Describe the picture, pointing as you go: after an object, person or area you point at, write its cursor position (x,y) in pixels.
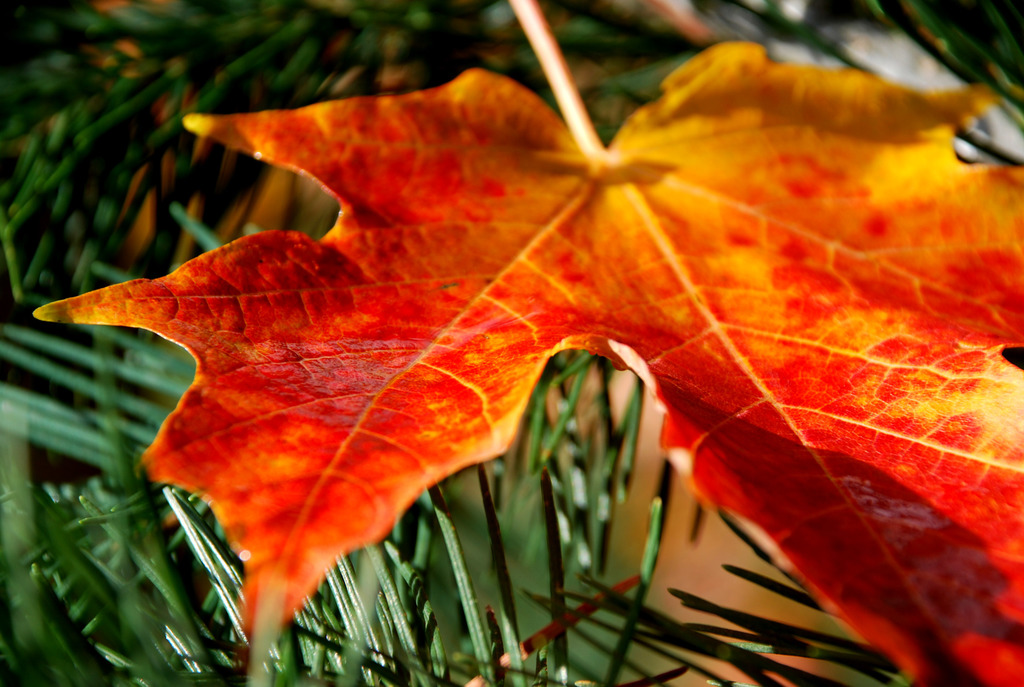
In this picture I can see the leaf (633,315).
